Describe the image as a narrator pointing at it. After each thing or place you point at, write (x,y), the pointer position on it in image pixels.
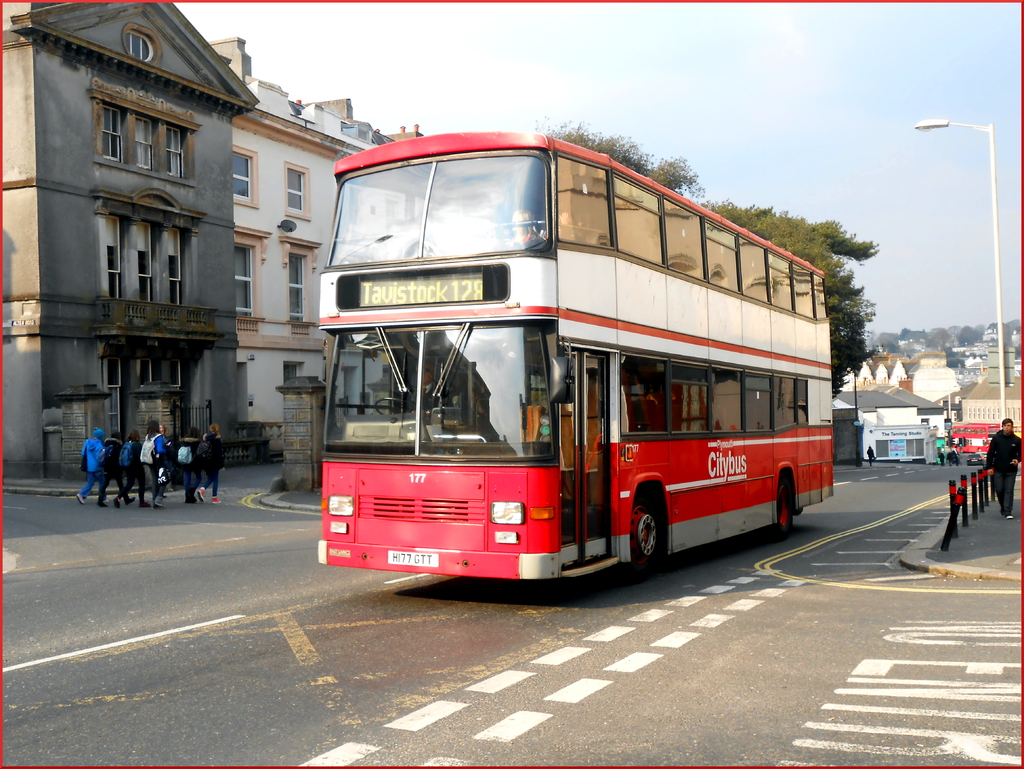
In the picture we can see a road (840,717) on it we can see a double Decker bus (816,398) which is red in color and top it is white in color and beside the bus (755,328) we can see some people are walking wearing bags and beside them we can see some buildings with windows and glasses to it and on the other side of the bus (768,329) we can see a man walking on the path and behind him we can see a pole (925,121) with light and behind the bus (713,334) we can see some trees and in the background (817,88) we can see a sky (854,202) with clouds (923,204).
